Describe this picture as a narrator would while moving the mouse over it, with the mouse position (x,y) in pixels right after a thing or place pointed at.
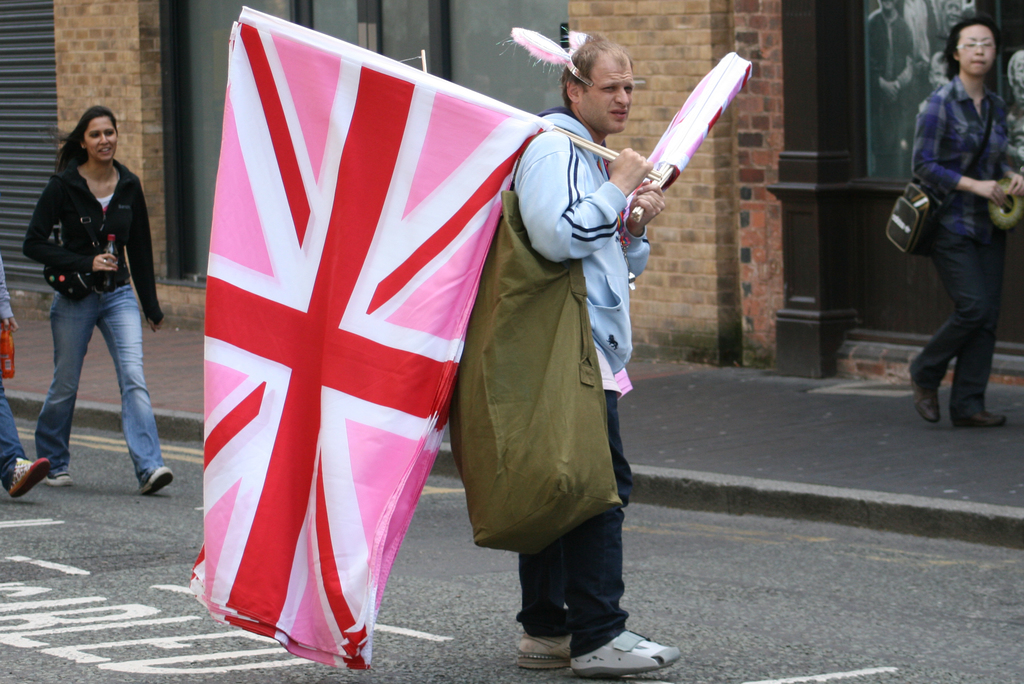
In the image there is a man (543,207) standing and holding a few flags (435,141) in his hand (619,165) and also he wore a bag (576,405). And he is standing on the road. Behind him on the left side (47,197) there is a lady (113,226) walking and holding a bottle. And on the left corner of the image (6,293) there is a hand (7,324) and a leg (10,429) of a person (4,412). Behind them there is a footpath (821,408). On the footpath (882,396) there is a person (927,119). And in the background (664,49) there is a wall (132,102) with pillars (841,26), glasses (200,117) and a few images (903,41) on it.
